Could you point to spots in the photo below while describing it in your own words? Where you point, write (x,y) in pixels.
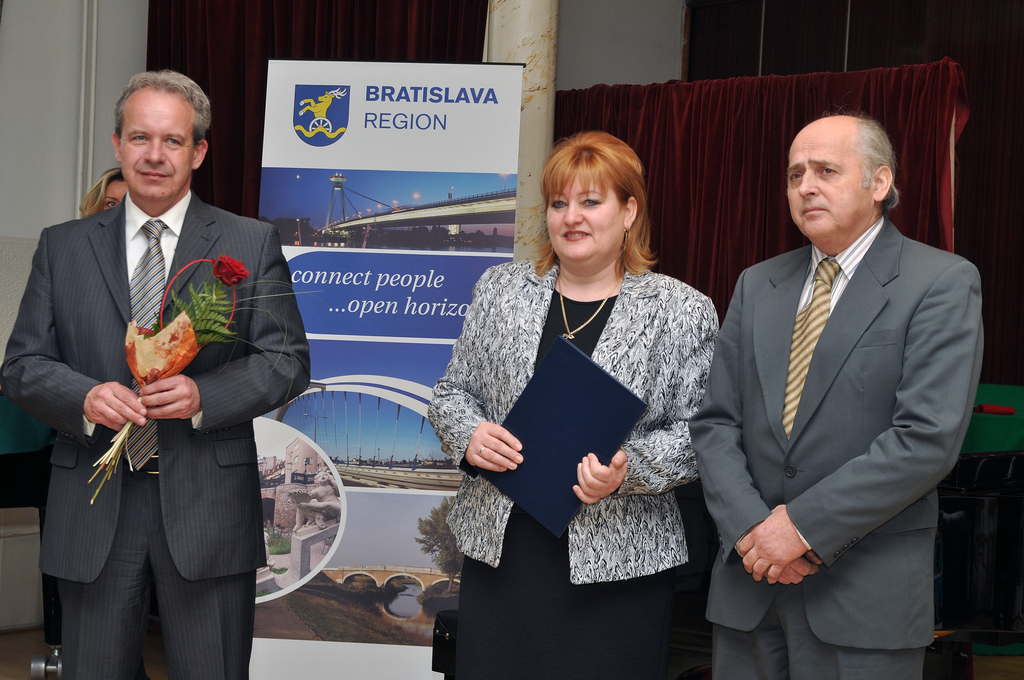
On the left (152,303) there is a man (232,416) holding a bouquet (159,378) in his hands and on the right (693,343) there is a woman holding a book (557,448) in her hands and next to her there is a man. In the background (221,91) there is a wall (32,135), curtains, a woman (115,190) and a hoarding (365,320).
